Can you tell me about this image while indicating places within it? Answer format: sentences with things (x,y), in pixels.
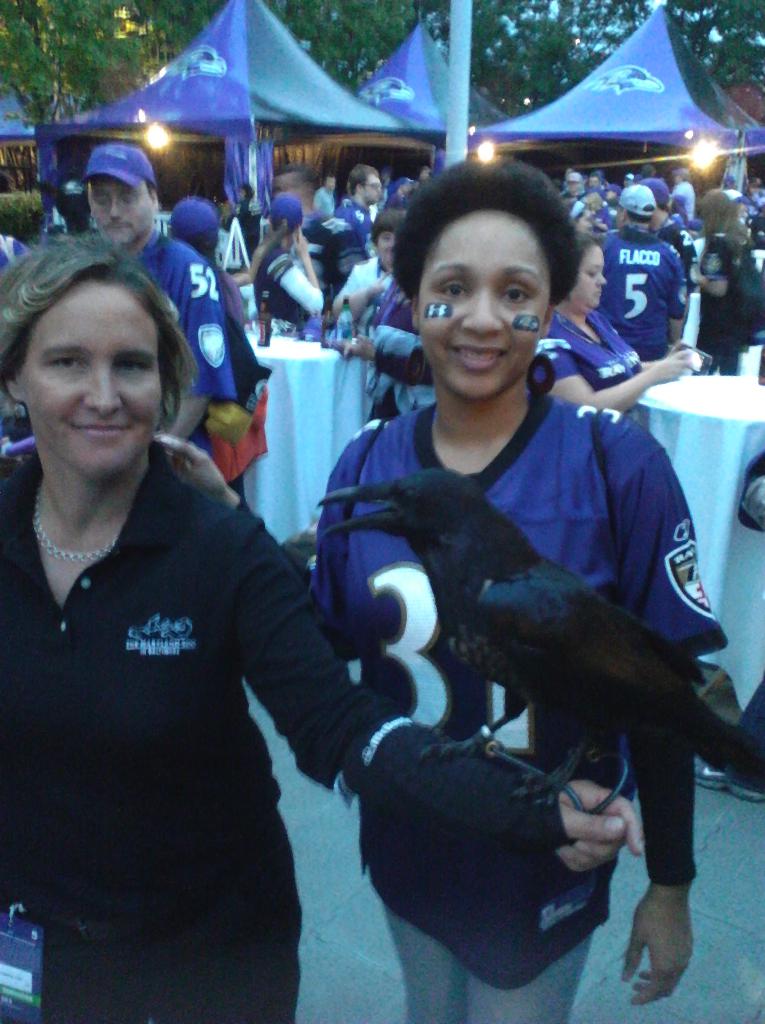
In this image, we can see people (464,330) and some are wearing costumes (503,467) and caps (640,191) and there is a lady (219,698) holding a bird (553,570) and we can see some people (237,831) wearing id cards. In the background (342,98), there are tents (427,87), lights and we can see some objects (345,324) on the tables (764,417).
